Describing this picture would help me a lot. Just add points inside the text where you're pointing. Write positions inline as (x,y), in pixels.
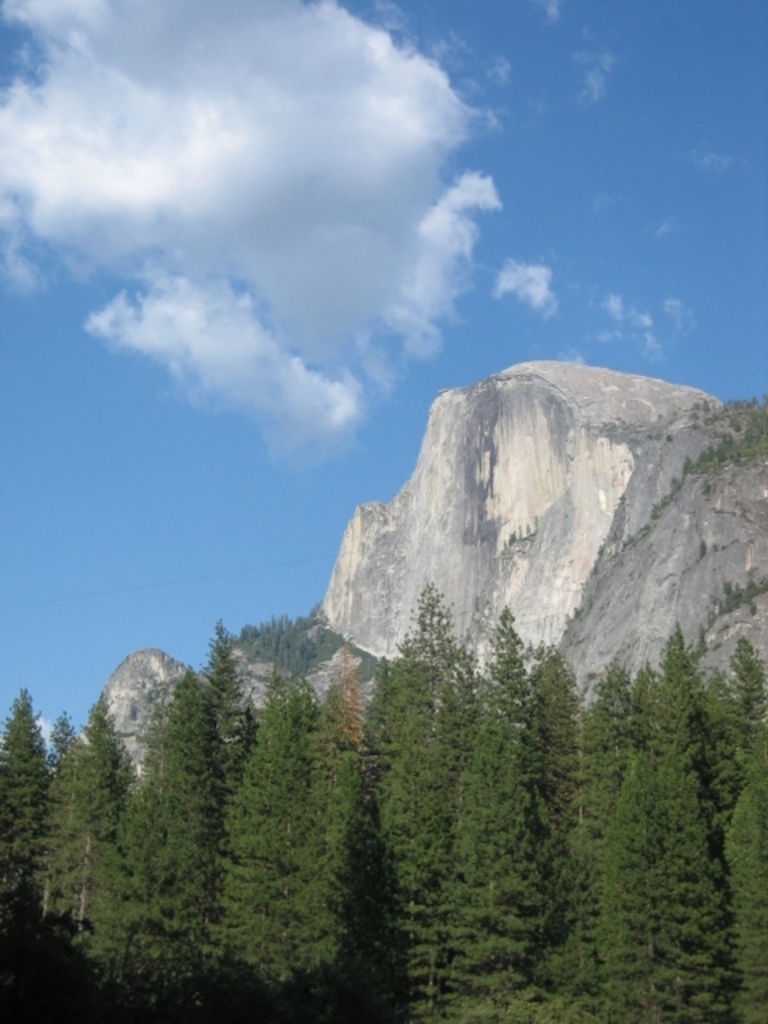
This image consists of many trees (350,905). And we can see a mountain (735,566). At the top (138,317), there are clouds (331,310) in the sky (322,465).
